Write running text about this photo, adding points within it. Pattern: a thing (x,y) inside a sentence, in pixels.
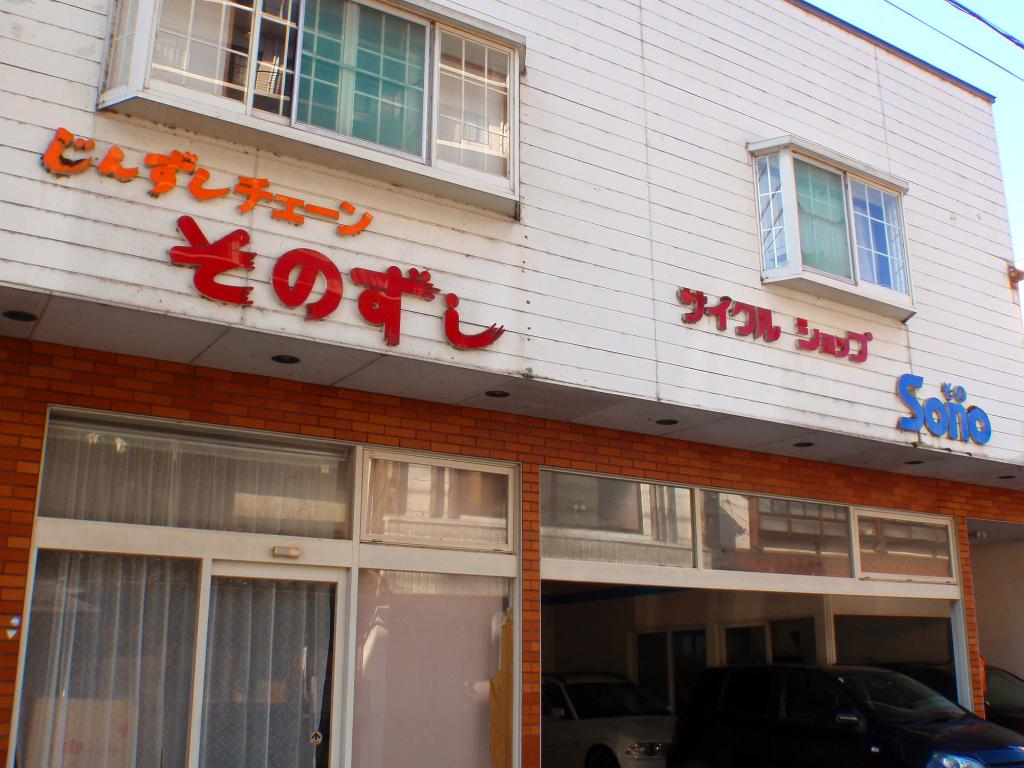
It looks like a store (362,518), there are windows (390,498) on this building (658,206). In the down side there are 2 cars (738,721).
